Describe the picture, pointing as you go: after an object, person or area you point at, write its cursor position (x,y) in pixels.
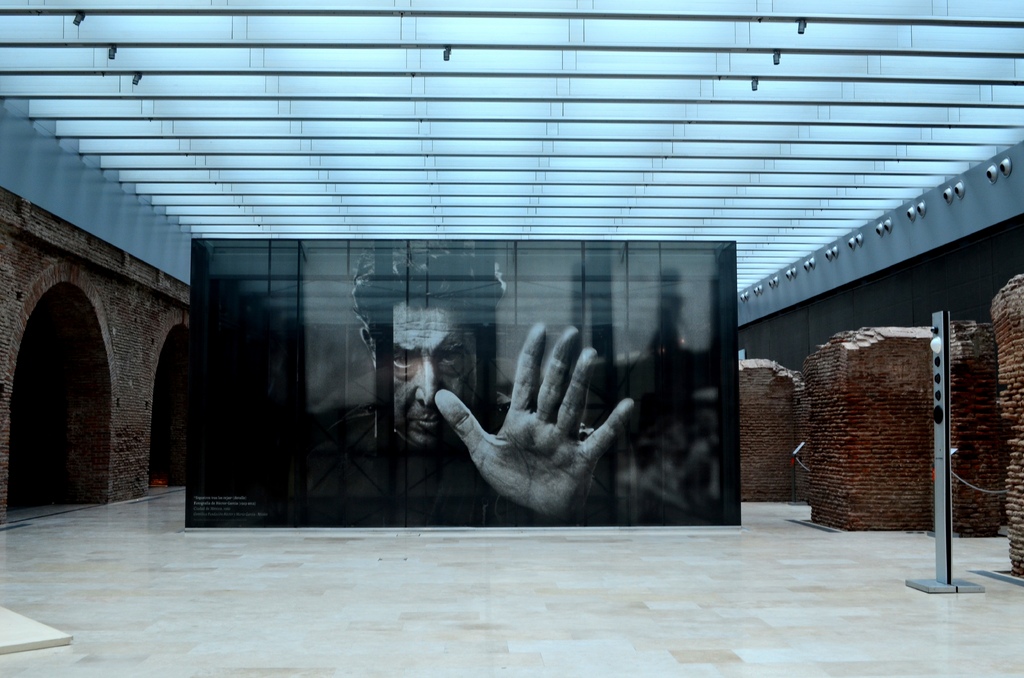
In the image there is a portrait (500,340) of a man (560,387) and around the portrait (220,354) there are two arches (106,344) on the left side (131,306) and on the right side (869,417) there are walls (910,442).
